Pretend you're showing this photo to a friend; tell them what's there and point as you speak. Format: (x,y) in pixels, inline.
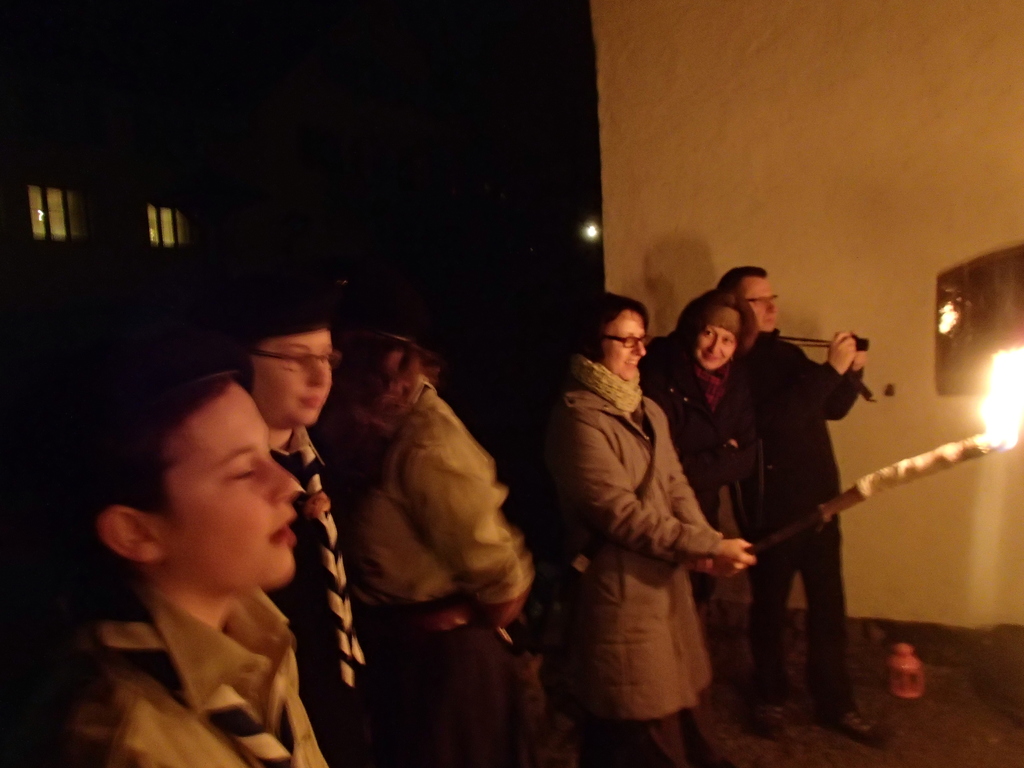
This picture describes about group of people (622,386), on the right side of the image (1023,358) we can see fire (1005,387) and a man (773,303), he is holding a camera (855,348), beside him we can find a bottle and we can see dark background (481,152).
